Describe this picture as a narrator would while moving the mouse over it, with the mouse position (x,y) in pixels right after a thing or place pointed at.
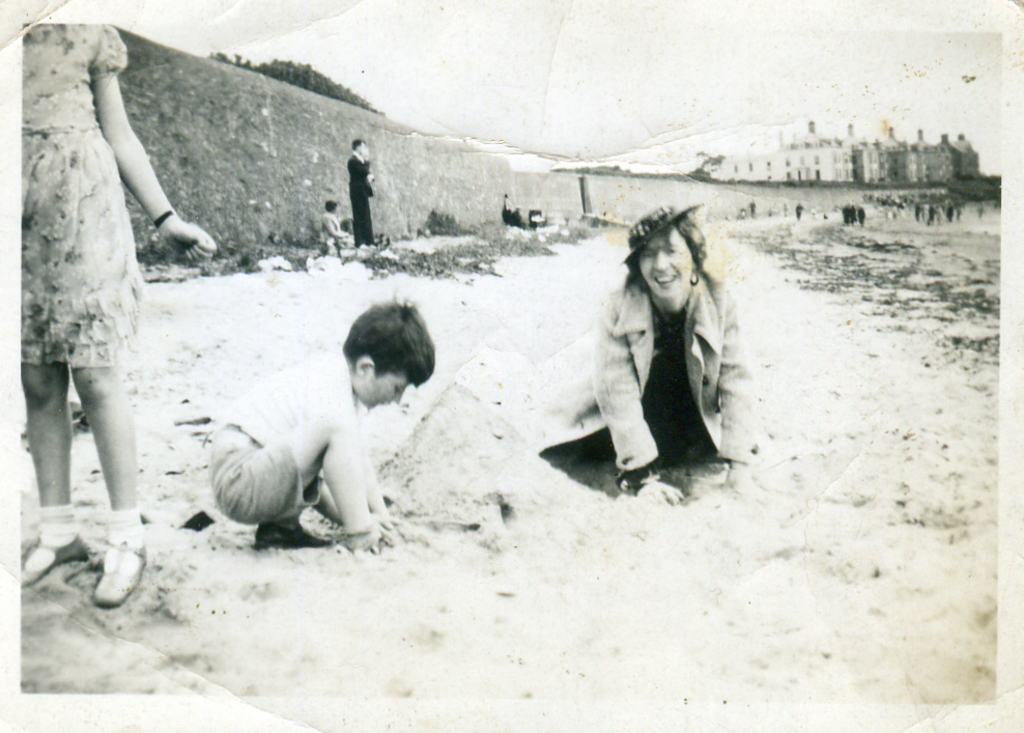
This is a black and white image. In the center of the image (605,373) there is a lady (664,249) and a child (277,502) playing in sand (640,582). In the background of the image (940,176) there are buildings (756,179). There is a wall (254,145). To the left side of the image (146,187) there is a girl (39,490).
